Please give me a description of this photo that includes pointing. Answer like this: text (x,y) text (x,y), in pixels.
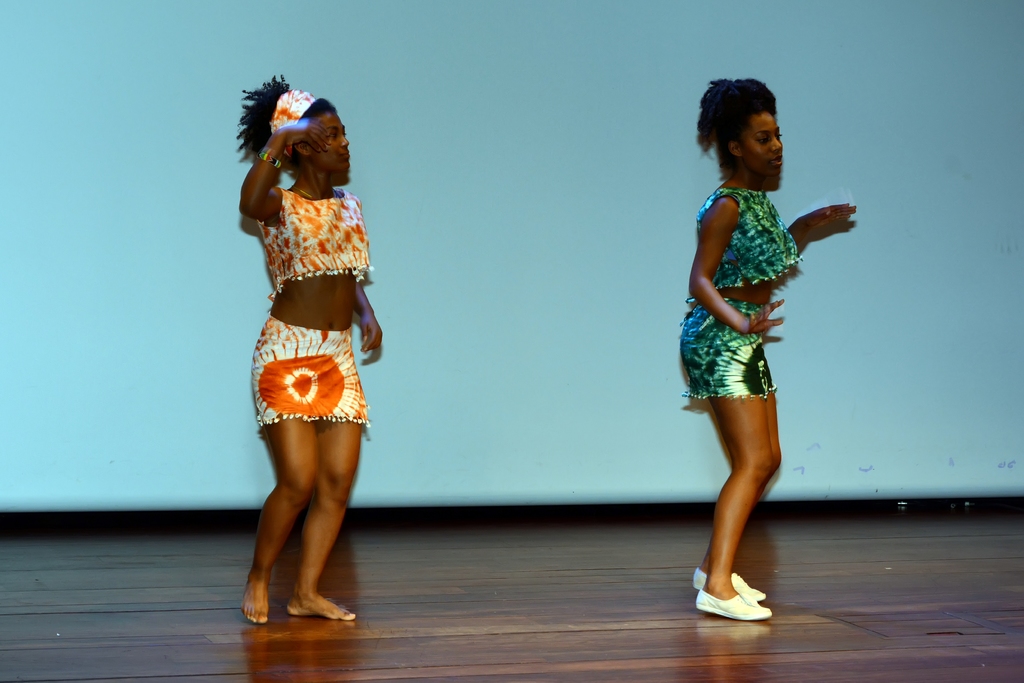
In this picture I can see there are two women (350,399) standing, there is a dais (369,632) and there is a blue surface (606,332) in the backdrop (170,258).
